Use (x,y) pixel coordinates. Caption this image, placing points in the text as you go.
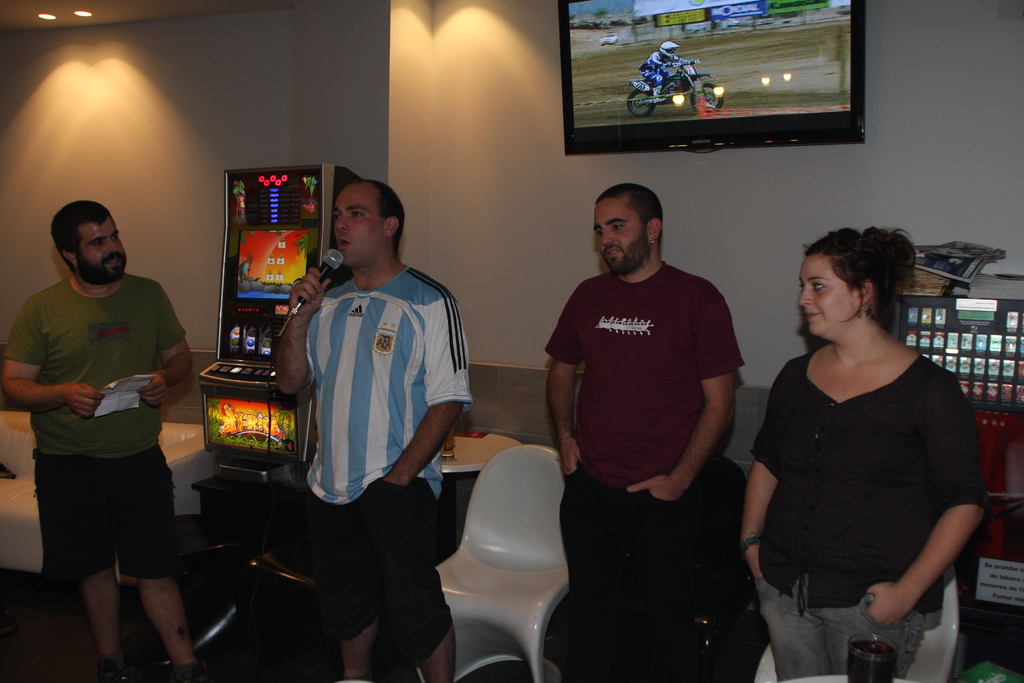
On the left side of the image (147,337) we can see a person (144,407) is standing and holding a paper (130,395) in his hand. In the middle of the image (390,327) we can see a person (395,405) is standing and holding a microphone (330,254) in his hand (323,291) and talking something. On the right side of the image (892,236) we can see two persons (807,453) are standing and one screen (692,74) is there.
